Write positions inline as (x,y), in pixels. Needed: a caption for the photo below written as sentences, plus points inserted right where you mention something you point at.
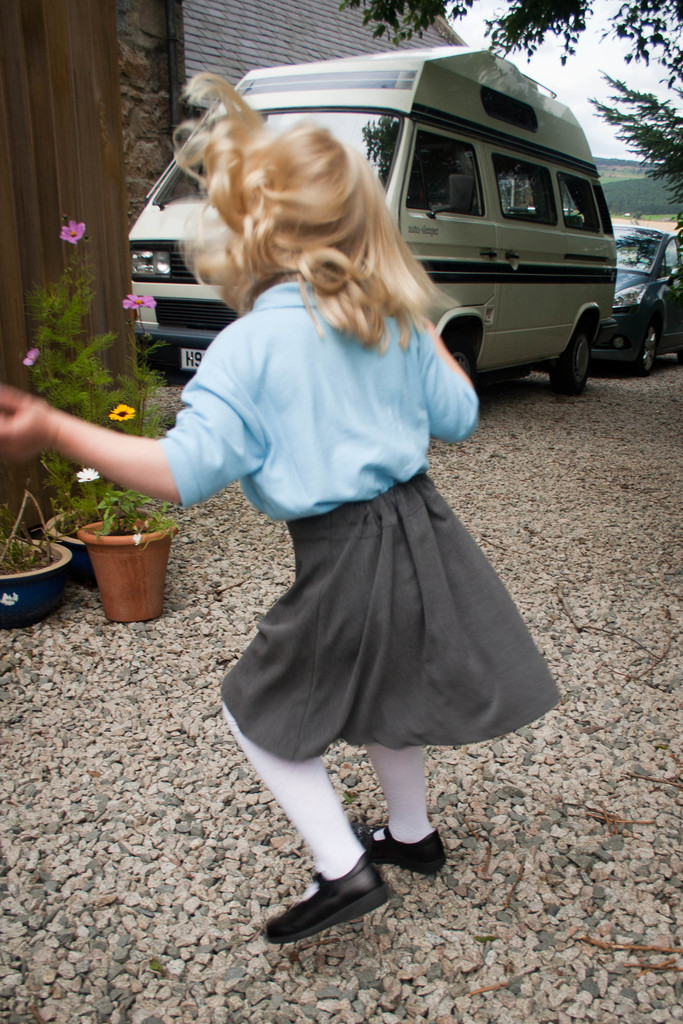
In the center of the image (339,434), we can see a girl (291,598) wearing shoes (364,864) and socks (326,857) and in the background (337,122), there are flower pots (118,500), some vehicles (446,329) and there are trees (682,268) and a shed (325,58). At the top (575,66), there is sky (565,79) and at the bottom (438,926), there are stones (562,752).
